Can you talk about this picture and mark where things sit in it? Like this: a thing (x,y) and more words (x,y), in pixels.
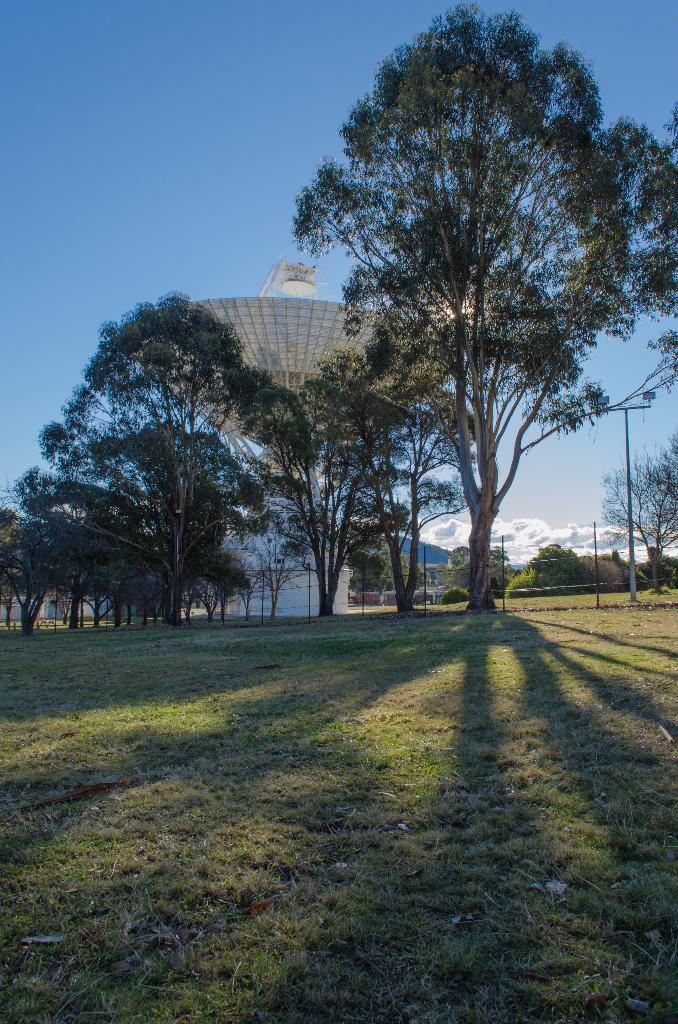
In this image we can see grass (319,788), lawn (367,659) and in the background of the image (258,494) there are some trees (277,417), poles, tower (287,361) and clear sky (37,7).
